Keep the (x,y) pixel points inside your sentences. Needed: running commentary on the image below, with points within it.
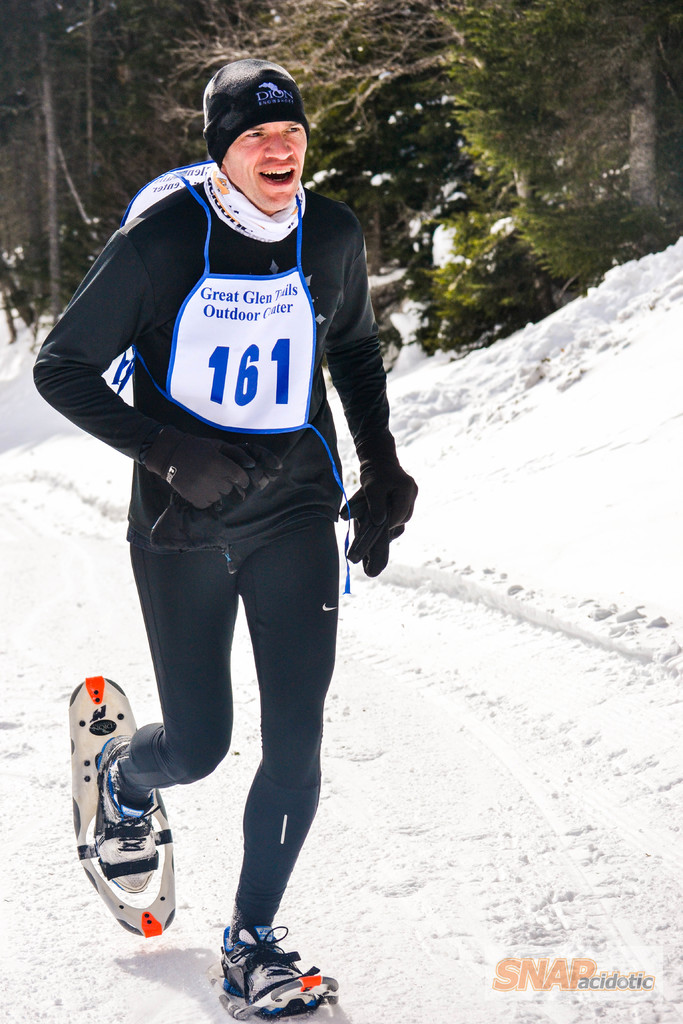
In this image in front (280,128) there is a person (142,275) running on the snow (504,769). In the background of the image (432,64) there are trees (493,185). There is some text (500,969) on the right side of the image (618,976).
